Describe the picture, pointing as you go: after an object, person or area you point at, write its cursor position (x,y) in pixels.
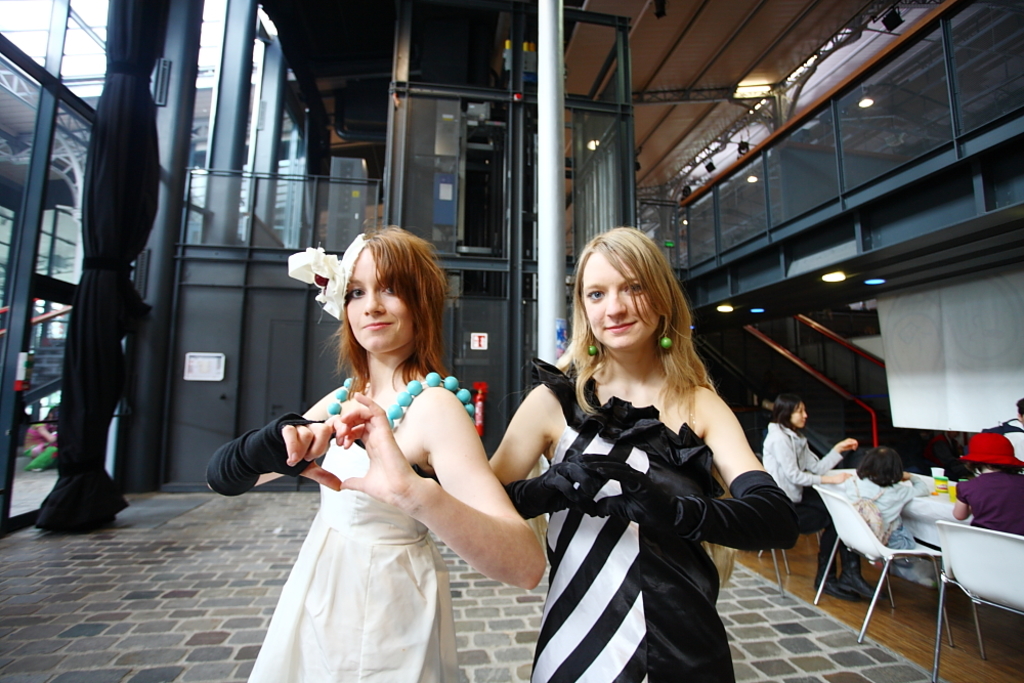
In this image in the center (416,333) there are two girls (369,418) who are standing on the top (675,31) there is ceiling (775,32) and on the left side (110,254) there is one cloth (105,262) and one glass window (37,266) is there. On the right side (739,205) there is one glass door (818,171) is there and one wall (955,359) is there and some staircase (839,394) are there and on the bottom of the right corner (971,534) there are some chairs (847,505) and table (923,507) is there.
